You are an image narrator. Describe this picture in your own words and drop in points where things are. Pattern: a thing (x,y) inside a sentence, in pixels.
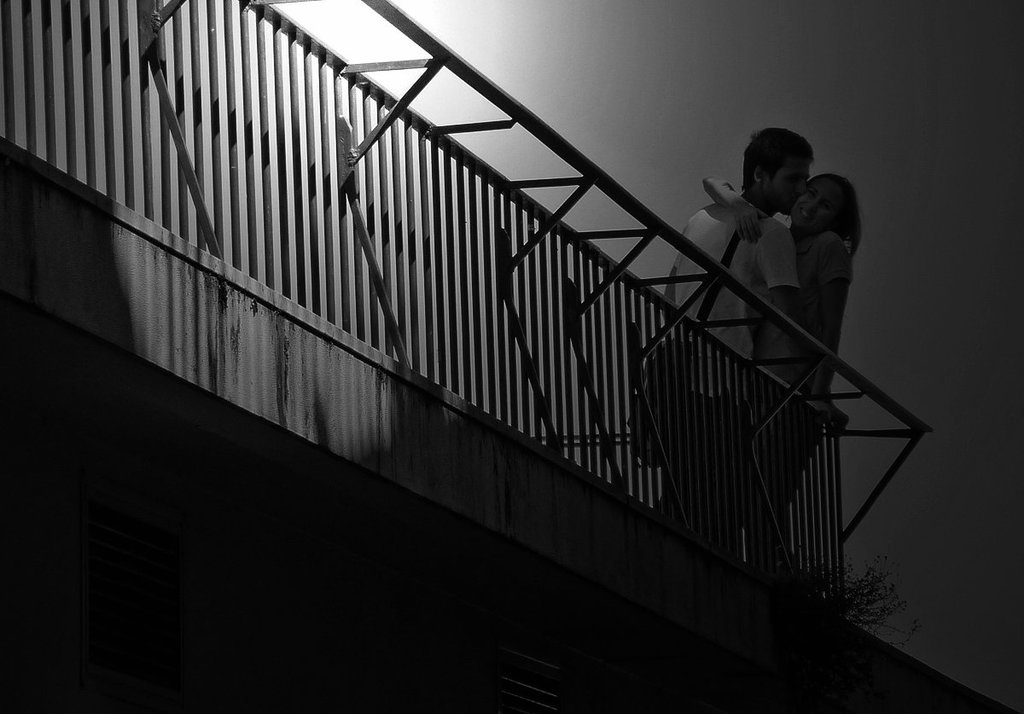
I see that this is a black and white image and I see a man (783,144) and a woman (737,204) over here who are standing and I see that the man (721,232) is kissing her and I see that she is smiling and I see the wall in the background (970,379) and it is dark over here.
